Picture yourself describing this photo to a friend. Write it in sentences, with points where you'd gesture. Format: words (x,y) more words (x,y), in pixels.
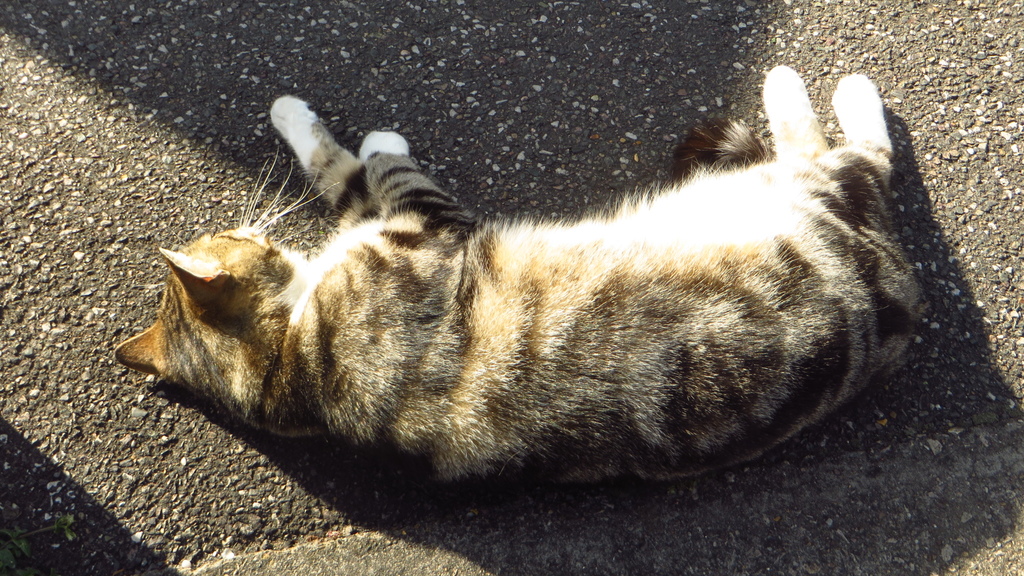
In this image we can see a cat (821,301) is lying on road (527,20).
